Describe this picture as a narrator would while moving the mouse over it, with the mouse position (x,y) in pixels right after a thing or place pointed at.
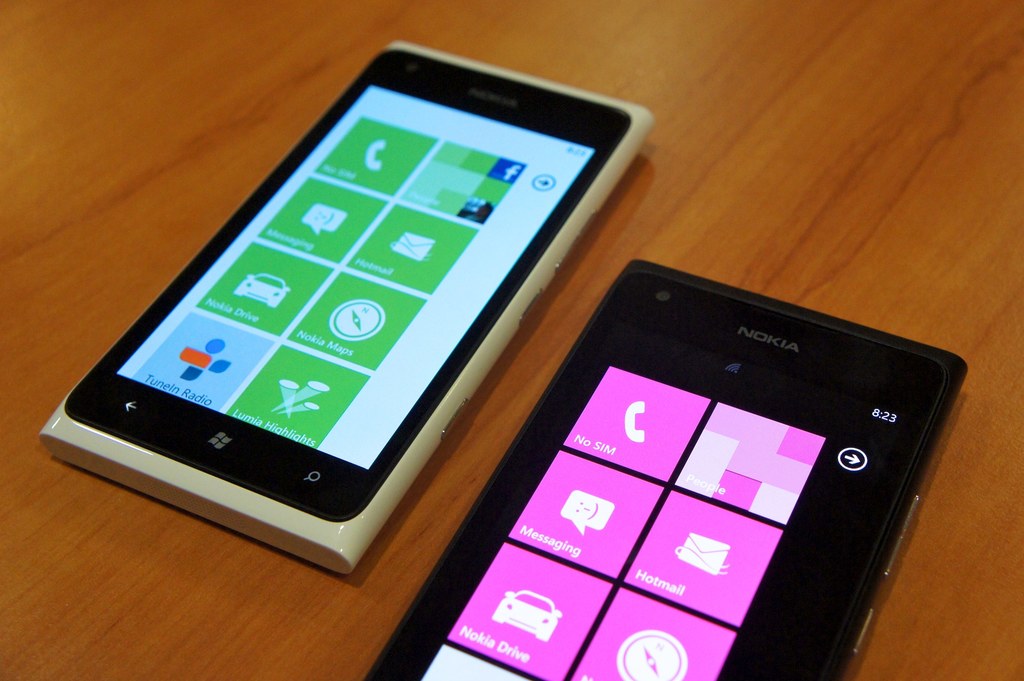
In this picture there are two cell phones (624,406) in the center of the image (666,236) on a table (160,148).
